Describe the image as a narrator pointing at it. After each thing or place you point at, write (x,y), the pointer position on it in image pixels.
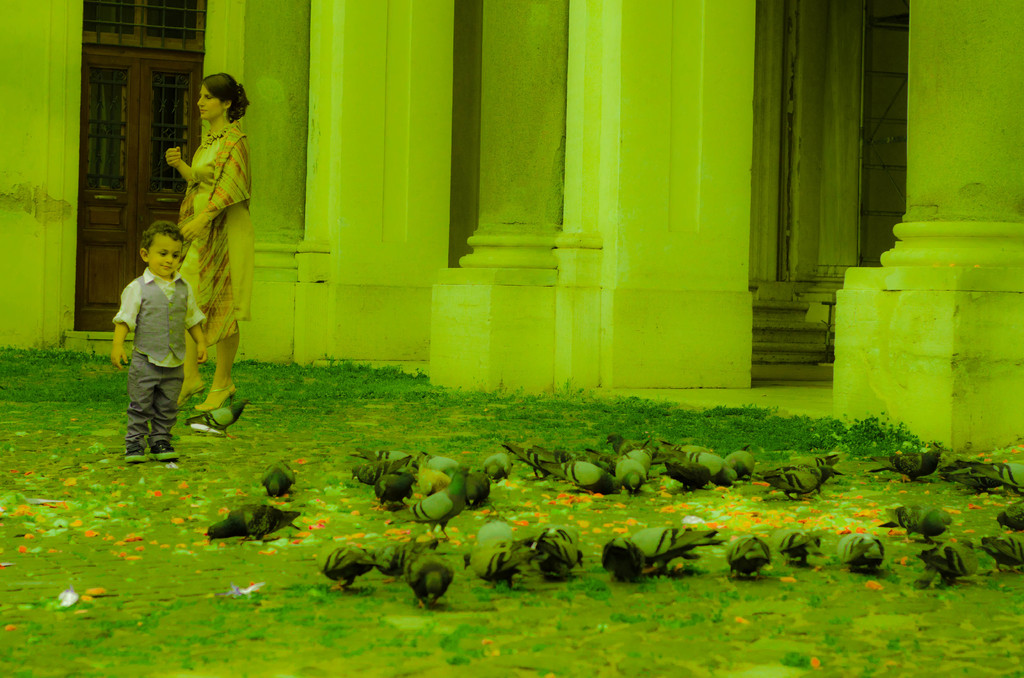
In this image we can see pigeons (411,494) and persons (179,315) standing on the ground (351,433). In the background (490,235) there are stairs (817,352), pillars (517,144) and door (130,149) with grills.
